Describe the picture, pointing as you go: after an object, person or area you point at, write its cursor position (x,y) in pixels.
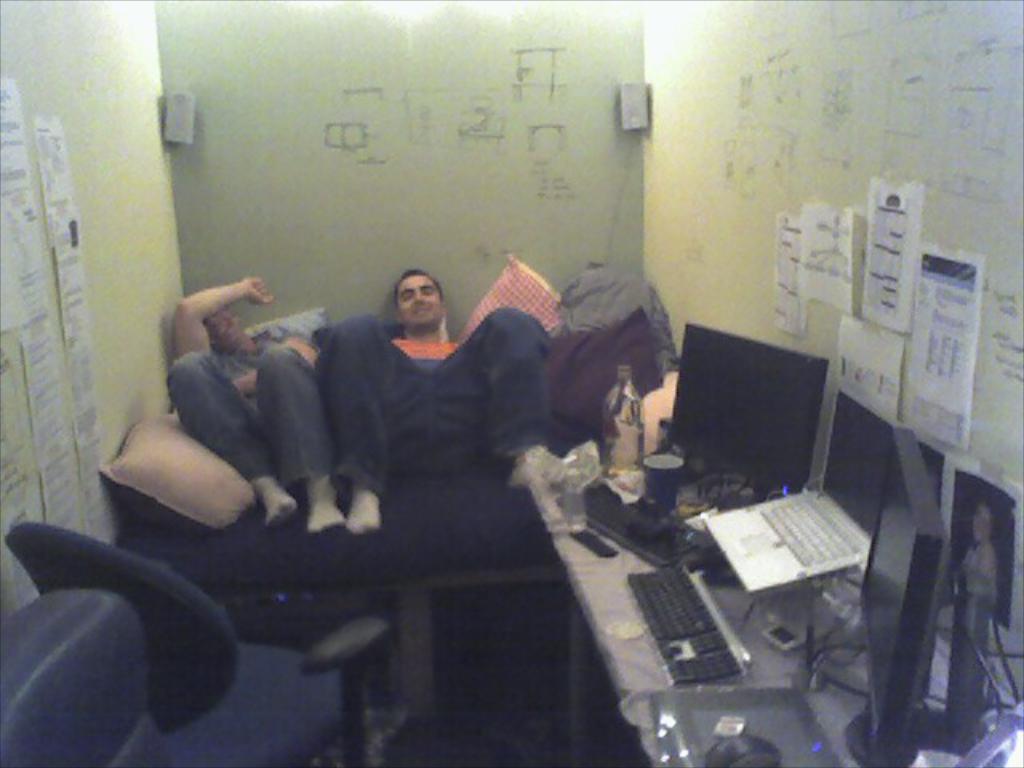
This picture is clicked inside. On the right (830,697) there is a table (641,629) on the top of which monitors (925,638), laptop (869,515), keyboard (657,598), mouse (756,741), bottle (625,467), glass (675,461) and some other items (610,492) are placed. On the left (91,657) we can see the chairs (211,655) and the two persons (383,356) and we can see the pillows (314,314). In the background (19,249) we can see the papers (24,208) hanging on the wall (769,60) and there are some pictures (771,116) on the wall (446,100).
